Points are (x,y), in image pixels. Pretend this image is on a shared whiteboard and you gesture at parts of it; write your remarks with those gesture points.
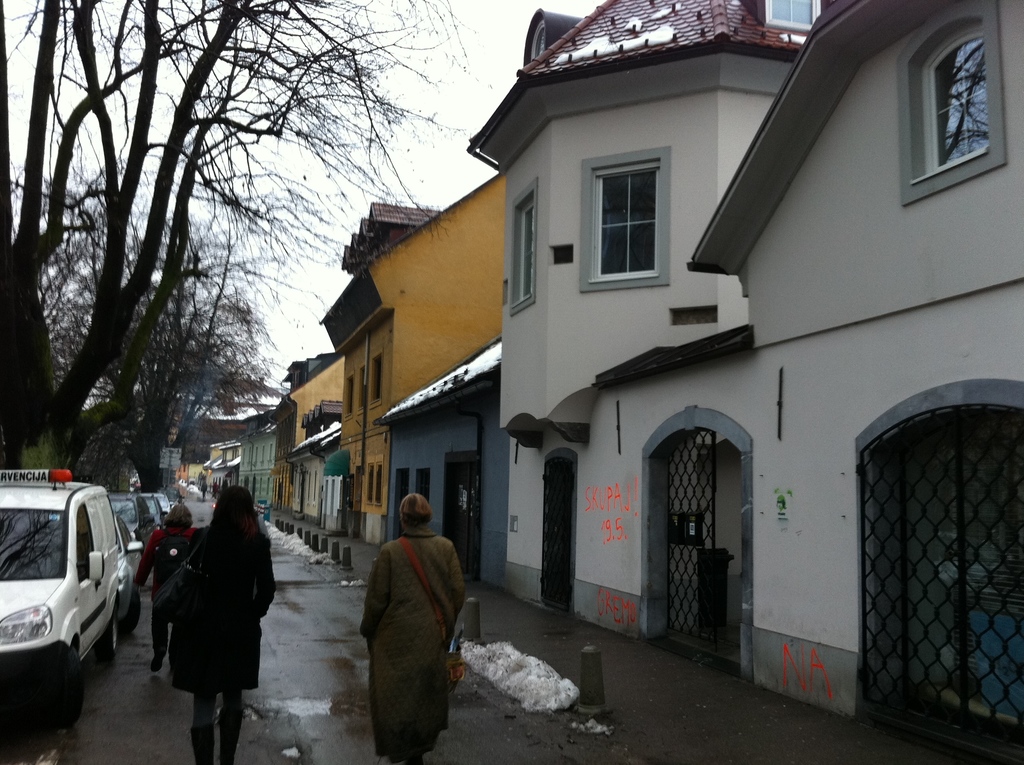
In this picture I can see buildings (506,407) and few cars (97,541) on the road (270,670) and I can see few people (213,589) walking and I can see trees (27,429) and looks like snow (497,669) on the ground (272,531) and on the buildings (417,383) and I can see cloudy sky (389,59).
